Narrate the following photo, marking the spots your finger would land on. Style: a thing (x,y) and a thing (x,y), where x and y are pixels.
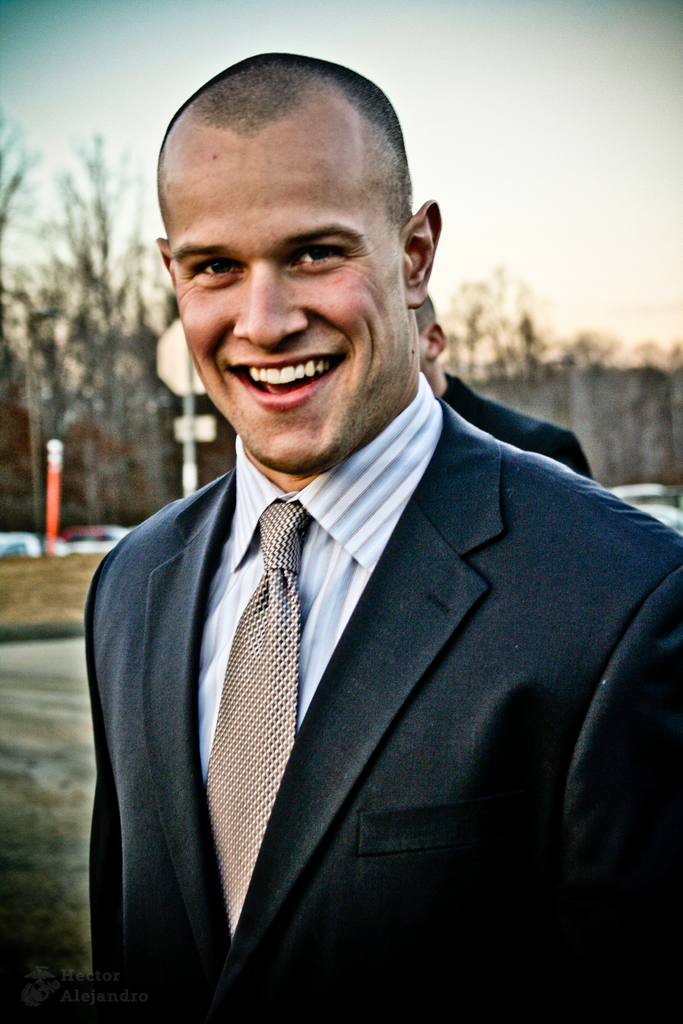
In the picture I can see a person (136,837) wearing blazer (373,748), shirt (406,446) and tie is standing and smiling. In the background (484,386), we can see another person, we can see boards (187,403), trees (675,437) and the sky (570,185).
